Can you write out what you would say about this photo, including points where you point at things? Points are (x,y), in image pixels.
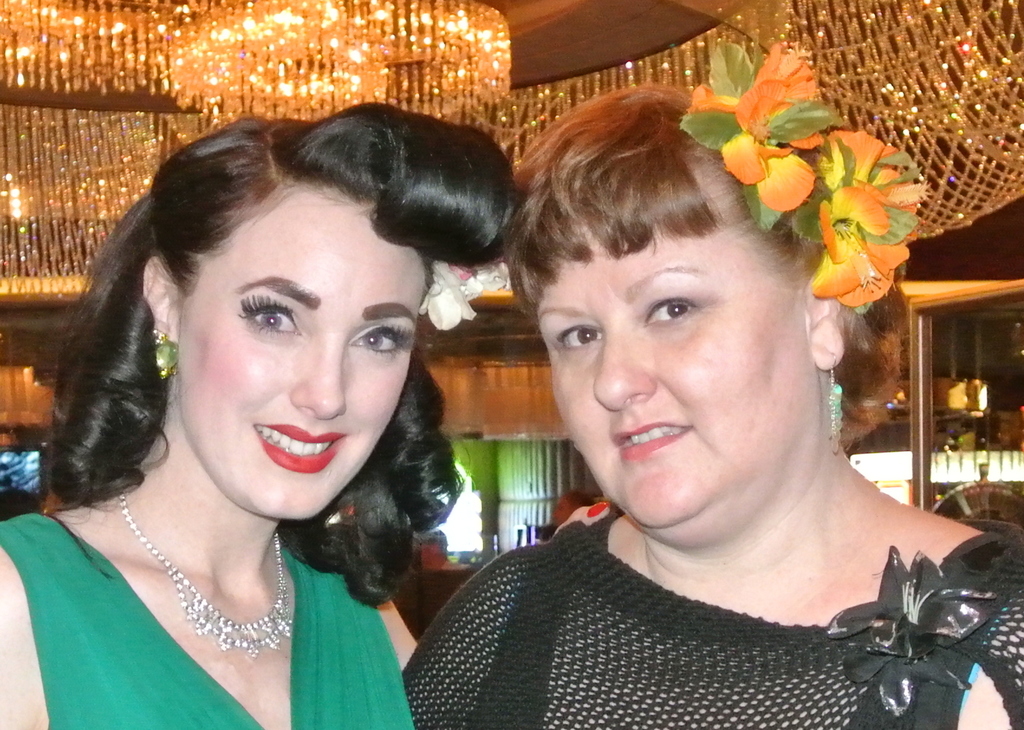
In this image I can see two person (564,566). The person (763,567) at right (684,525) is wearing black color dress (614,609) and the person (246,658) at left (323,647) is wearing green color dress (202,669). Background (230,70) I can see few lights (252,49).
